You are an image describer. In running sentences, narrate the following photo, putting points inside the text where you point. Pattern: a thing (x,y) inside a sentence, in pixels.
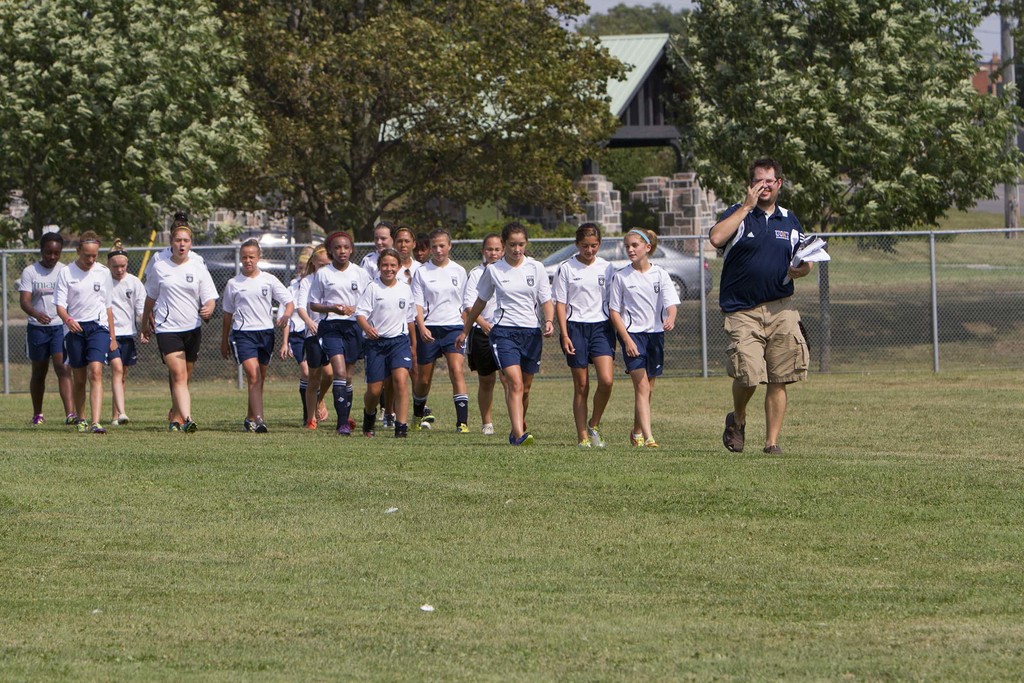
In this image there is a man (769,330) walking on the ground (821,449) by holding the papers (813,250). Behind him there are few kids (293,292) who are also walking on the ground (401,442) by wearing the blue short (507,350) and white t-shirt (523,294). Behind them there is a fence (4,306). In the background (420,106) there are trees (584,129) and buildings (625,137). There are two cars (609,242) on the road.
